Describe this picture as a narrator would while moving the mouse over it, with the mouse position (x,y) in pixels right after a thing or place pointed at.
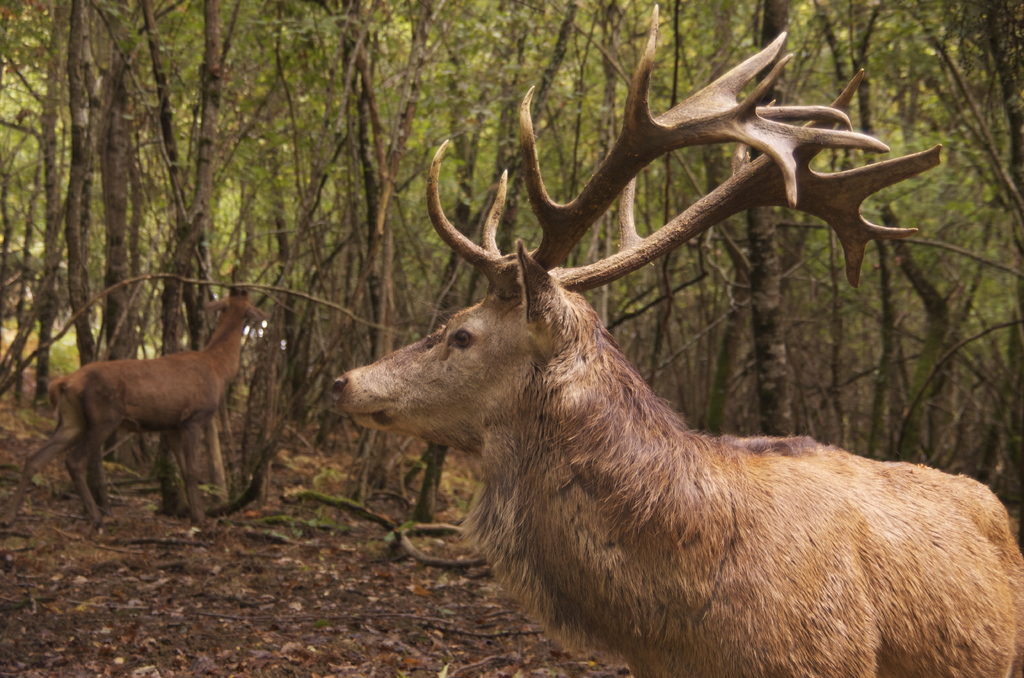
In this image I can see 2 deer (761,172) and there are trees (649,177) at the back (986,479).
